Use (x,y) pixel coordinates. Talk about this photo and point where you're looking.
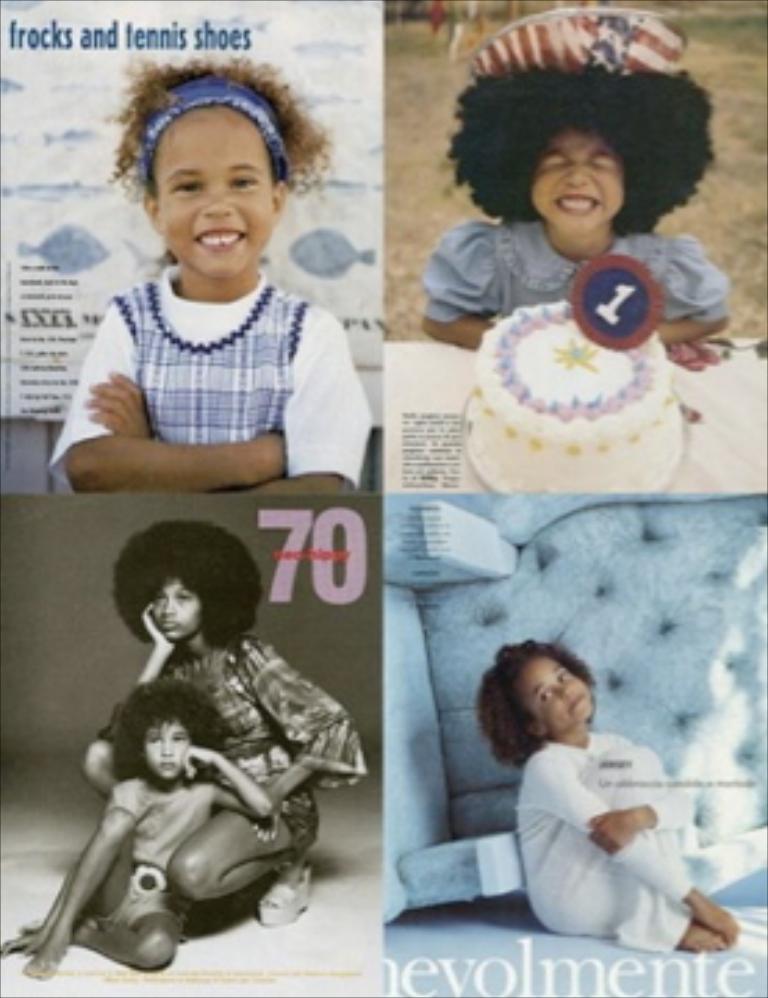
In this image we can see a collage of pictures with a group of children (251,229) and some text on it.
